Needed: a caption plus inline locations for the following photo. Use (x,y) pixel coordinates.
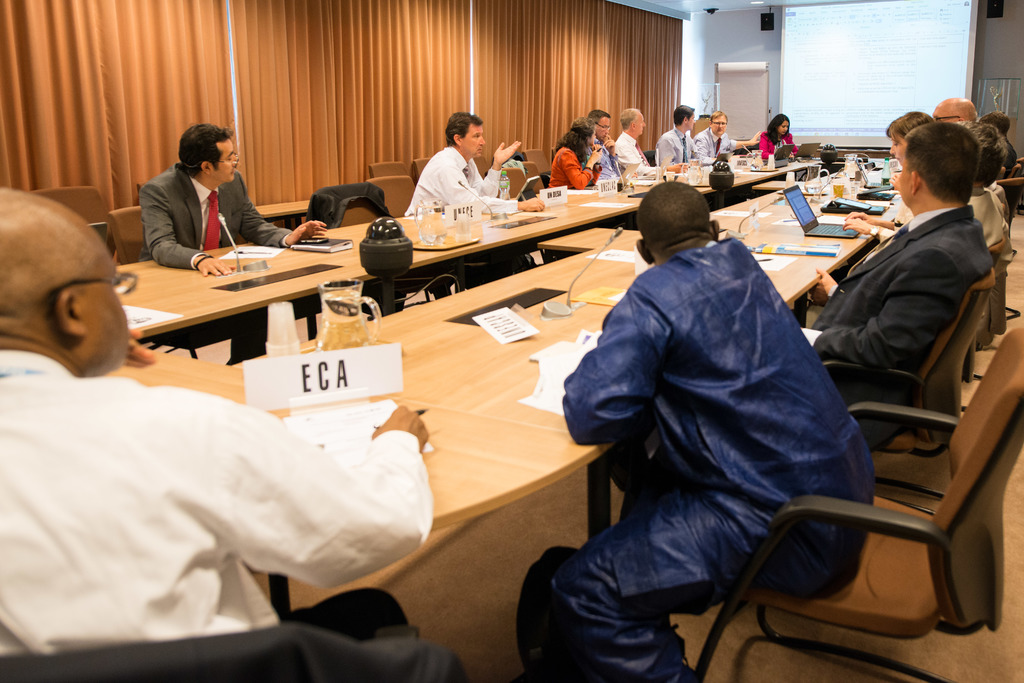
This is a picture of conference room (499,279). This is a screen (808,71), and whiteboard (734,115). These are curtains (409,53). Here we can see all the persons (597,440) sitting on chairs (964,314) in front of a table (491,366) and on the table (411,366) we can see boards (374,377), mikes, laptops (840,236), glasses (853,185), bottle (888,173). This is a floor (501,566).
